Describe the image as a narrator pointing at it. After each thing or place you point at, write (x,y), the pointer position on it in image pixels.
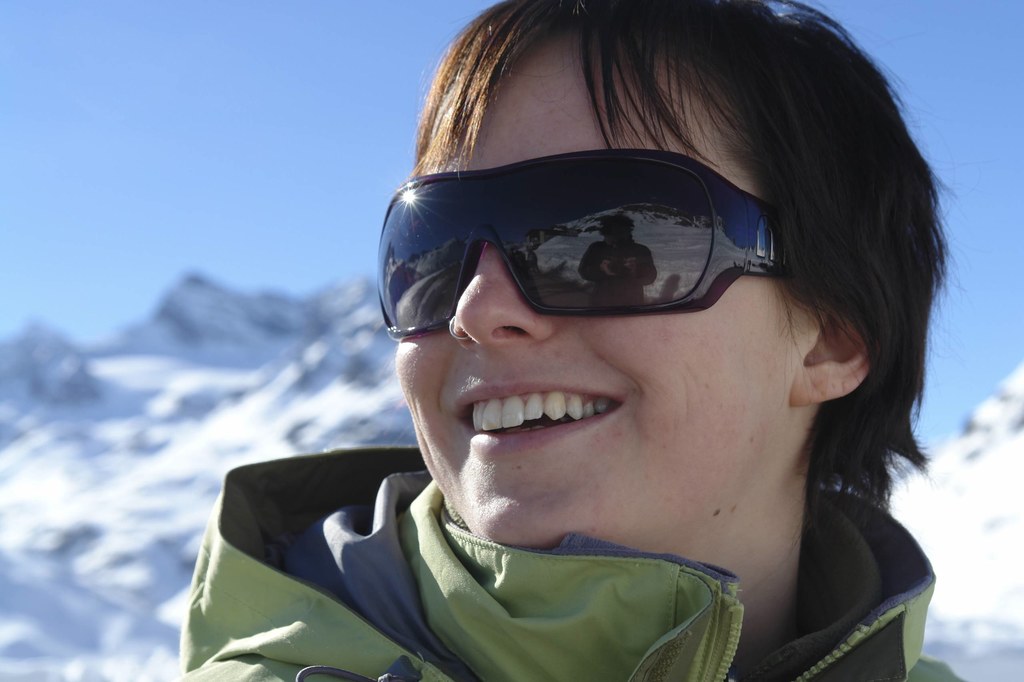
In this picture there is a person (754,556) who is wearing goggles (596,230) and jacket (472,643). The person (606,627) is smiling. In the background (955,594) I can see the snow mountains (967,450). At the top (297,66) I can see the sky (221,60) In the goggles reflection (423,246) I can see the person (631,275) who is holding a camera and sun (411,199).
